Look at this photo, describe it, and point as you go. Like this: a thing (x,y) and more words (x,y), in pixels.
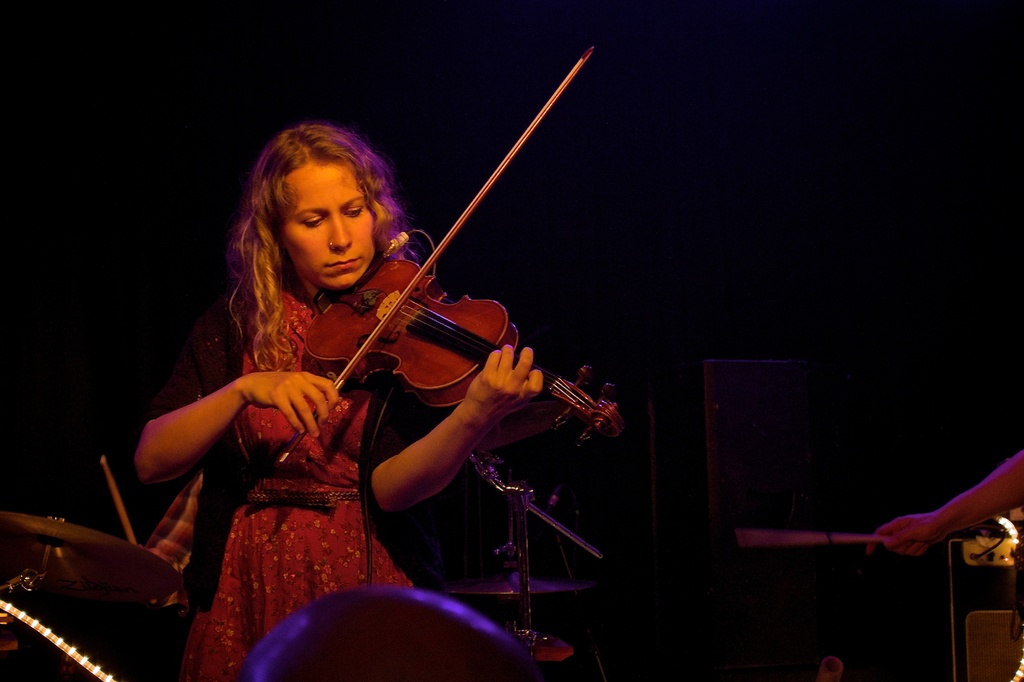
In the picture we can find a woman (370,154) playing violin (399,268), in the background (85,109) we can find it dark with some musical instruments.
